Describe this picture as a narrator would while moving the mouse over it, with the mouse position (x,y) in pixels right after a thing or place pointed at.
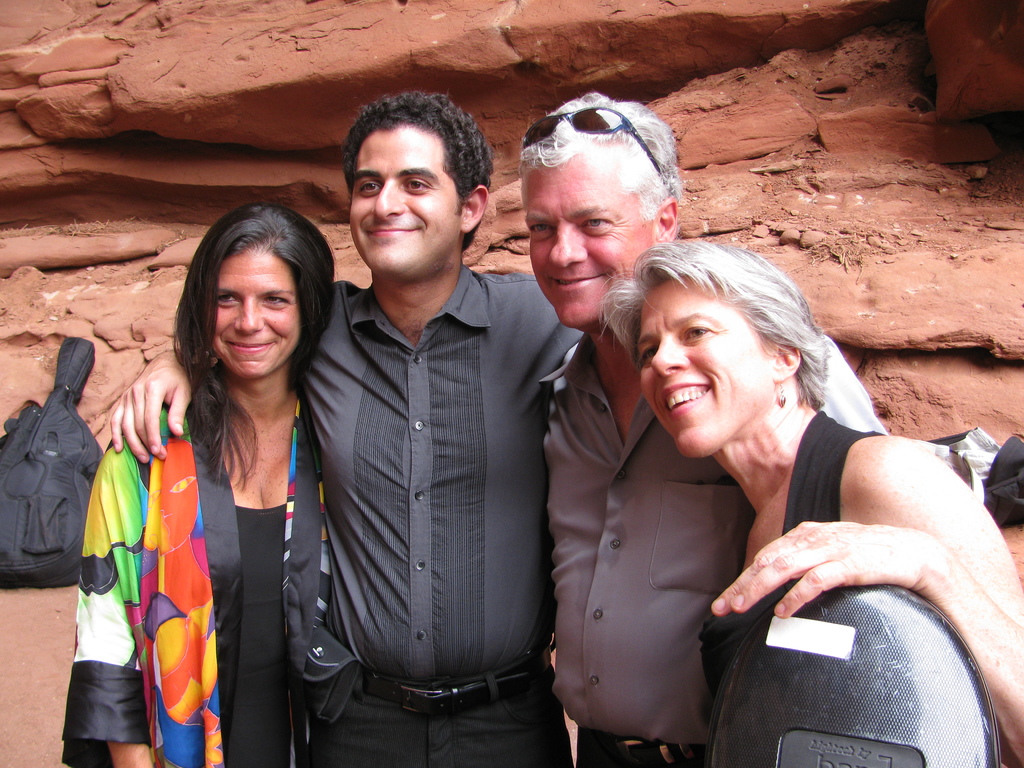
In this image we can see a few persons (415,463) standing and smiling, also we can see the bags (60,517) on the ground (1012,534), in the background (712,133) we can see some rocks (889,239).
